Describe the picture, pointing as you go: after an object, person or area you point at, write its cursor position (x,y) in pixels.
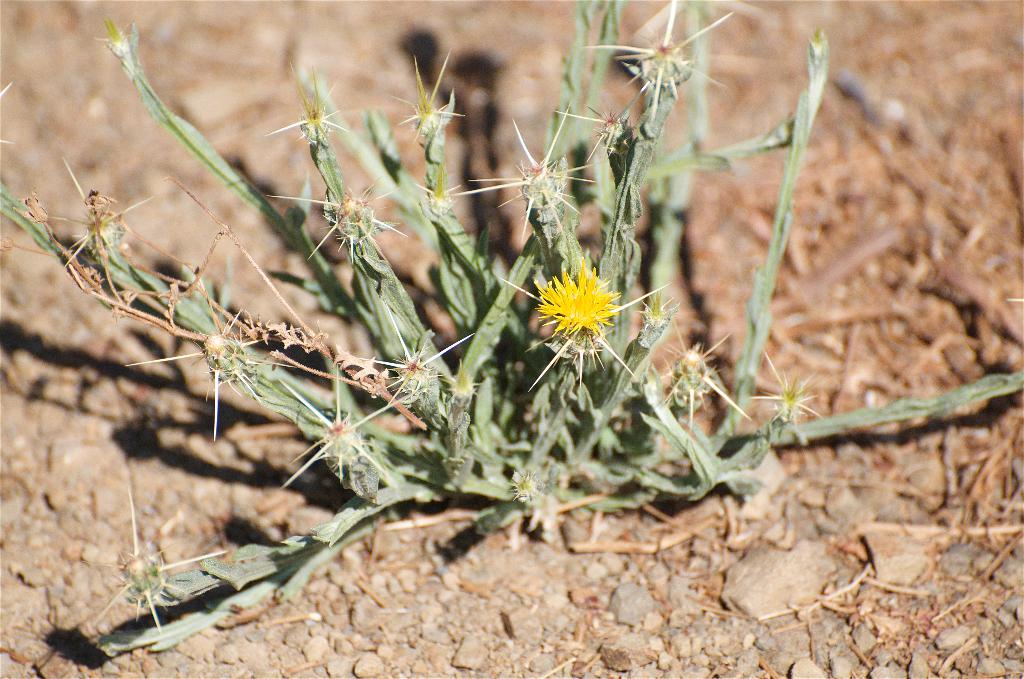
In this image in the center (540,450) there is one plant (539,309) and flowers (573,305), at the bottom (402,559) there are some small stones (913,475) and dry grass (825,352).
